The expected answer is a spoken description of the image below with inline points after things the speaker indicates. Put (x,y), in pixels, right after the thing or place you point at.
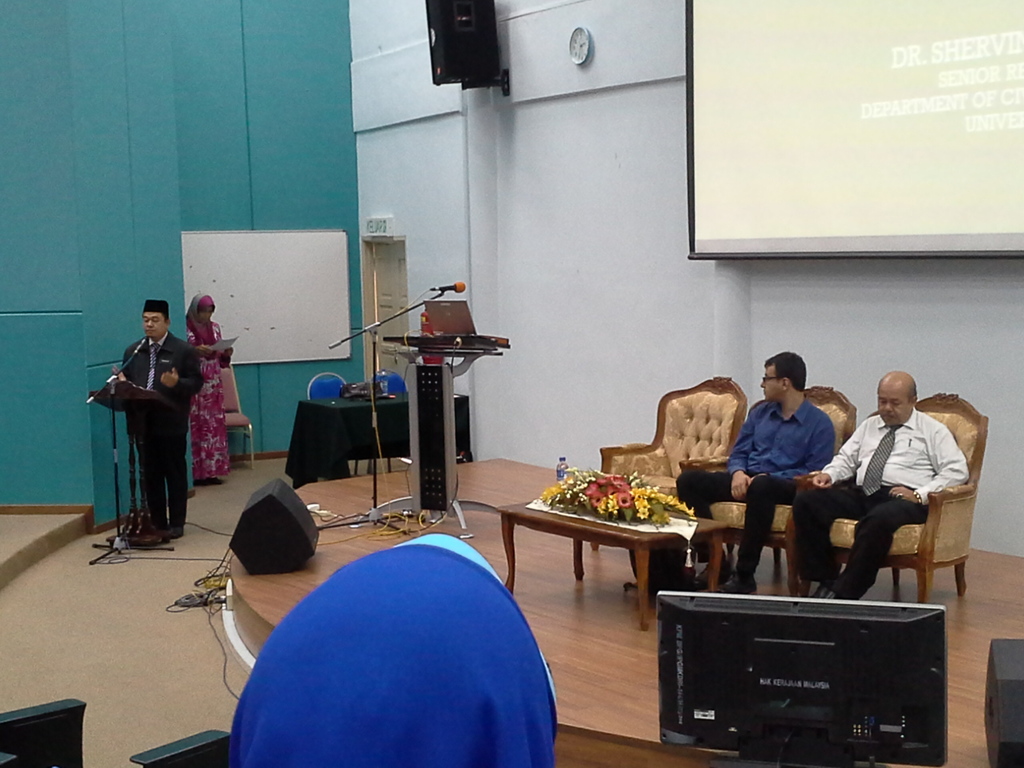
This picture describes about group of people (887,547) few are seated on the chair (898,538) and few are standing in front of the seated people (690,494) we can find a bottle (563,462) and flowers (670,497) on the table (703,532), and a person (152,335) is standing he is speaking with the help of microphone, in the background (102,408) we can see a notice board (235,362), wall (181,335), speaker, clock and a projector screen (895,143).
